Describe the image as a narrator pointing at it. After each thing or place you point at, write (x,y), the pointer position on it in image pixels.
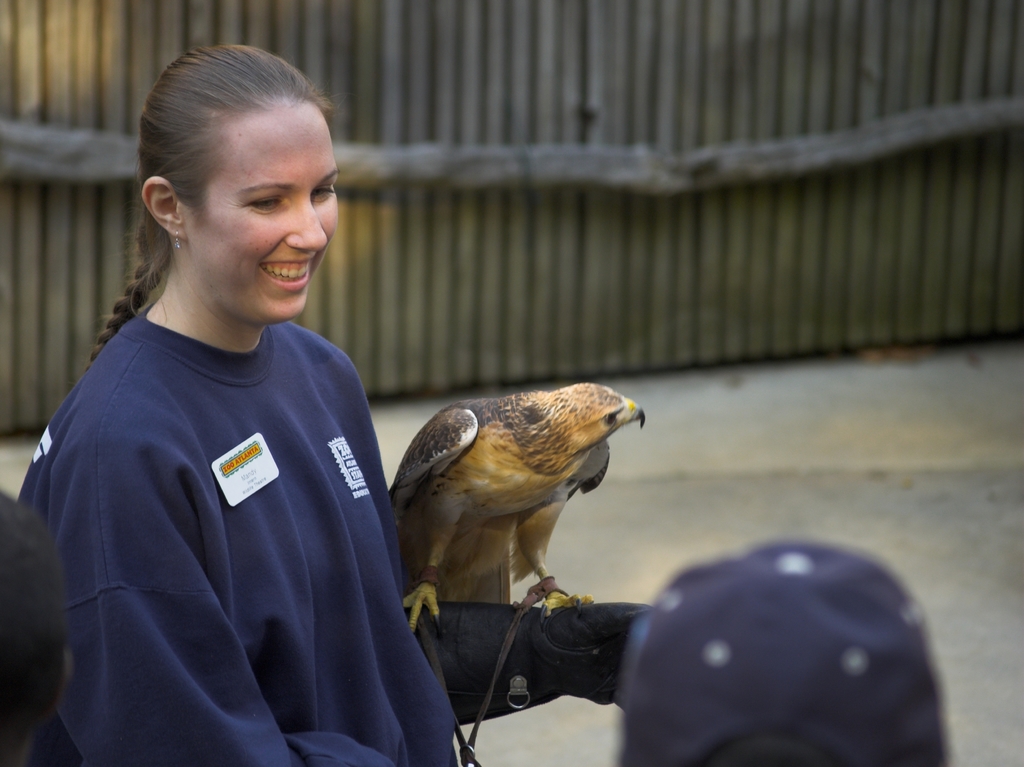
In this image I can see a girl (289,505) is laughing, she wore blue color sweater (179,531). In the middle (488,452) there is an eagle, at the back side (533,3) it looks like a wooden frame (627,181).
